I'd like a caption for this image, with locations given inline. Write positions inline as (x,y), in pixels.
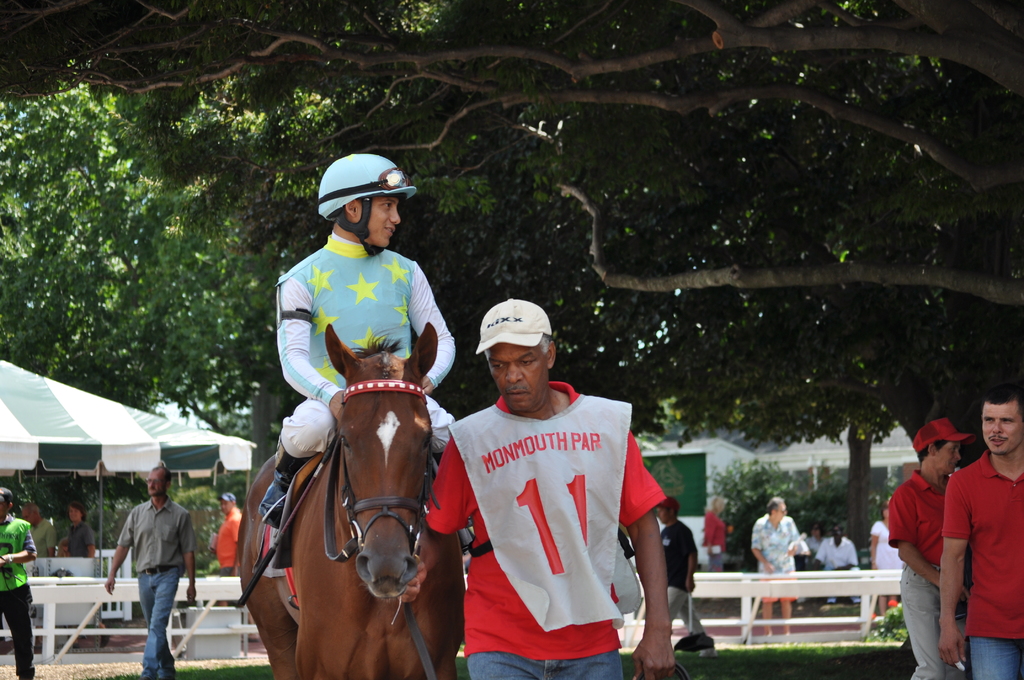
Here we can see a man (611,444) holding a horse (395,452) and there is a person (314,415) sitting on horse (385,437) wearing helmet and behind him we can see persons (157,500) walking and standing here and there is a tent (230,460) present on the left side (228,444) and there are trees (215,356) present here and there
